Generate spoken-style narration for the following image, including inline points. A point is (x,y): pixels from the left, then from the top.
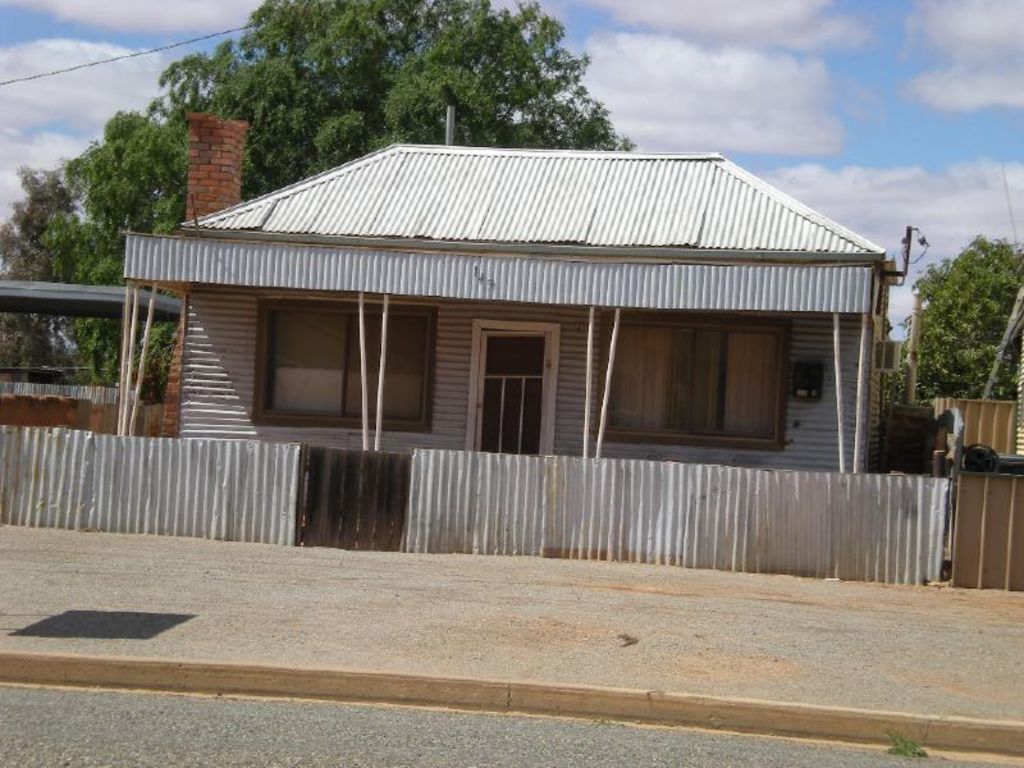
In this picture we can see a house (427,394) and a shed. Behind the house (683,314) there are trees (191,103), cable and a sky (680,66).
